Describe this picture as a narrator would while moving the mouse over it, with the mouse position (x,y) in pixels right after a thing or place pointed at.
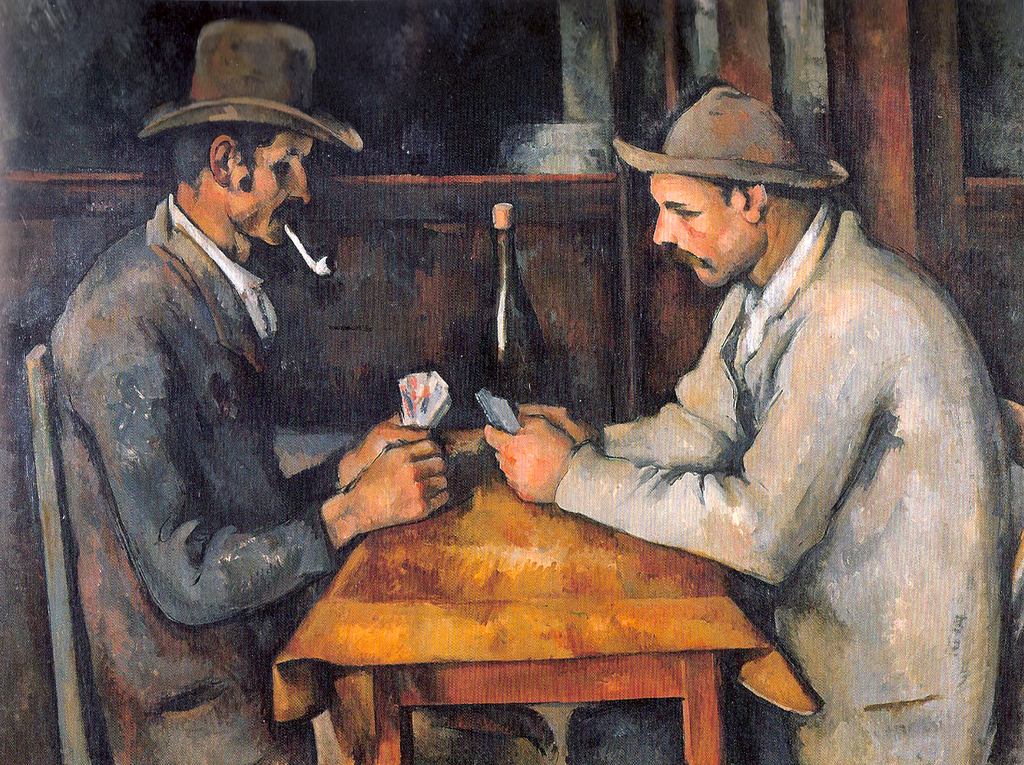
This is a painting. In this image we can see two persons (416,505) sitting at the table (485,643) and playing cards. In the background (530,370) there is a bottle (501,348) and wall (563,95).
